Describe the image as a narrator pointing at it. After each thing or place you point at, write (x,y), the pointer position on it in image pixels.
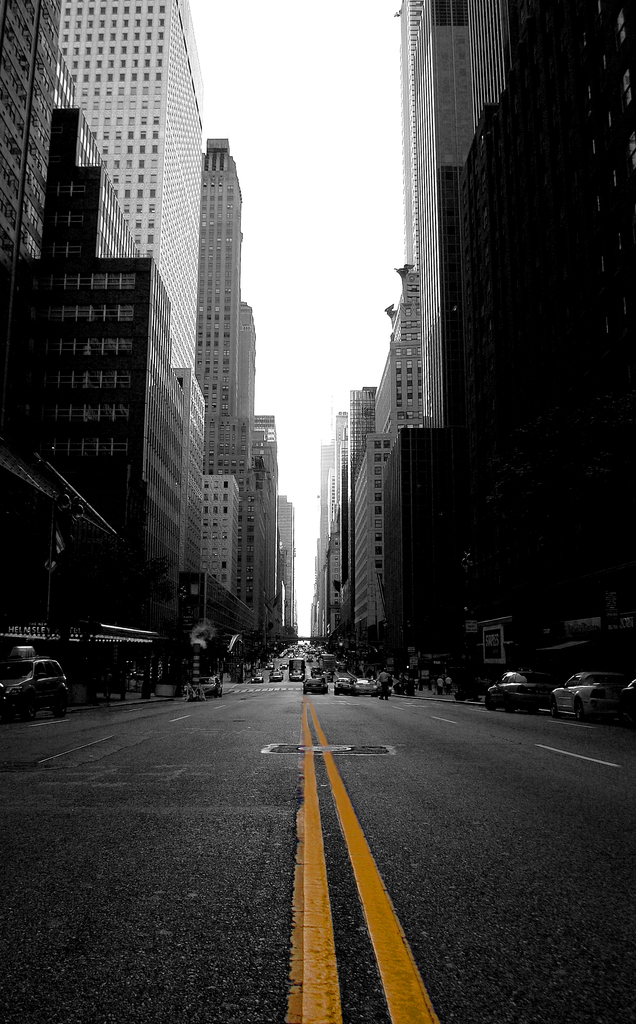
This is a black and white picture. I can see vehicles (331,670) on the road (424,781) and there are buildings (266,431).
